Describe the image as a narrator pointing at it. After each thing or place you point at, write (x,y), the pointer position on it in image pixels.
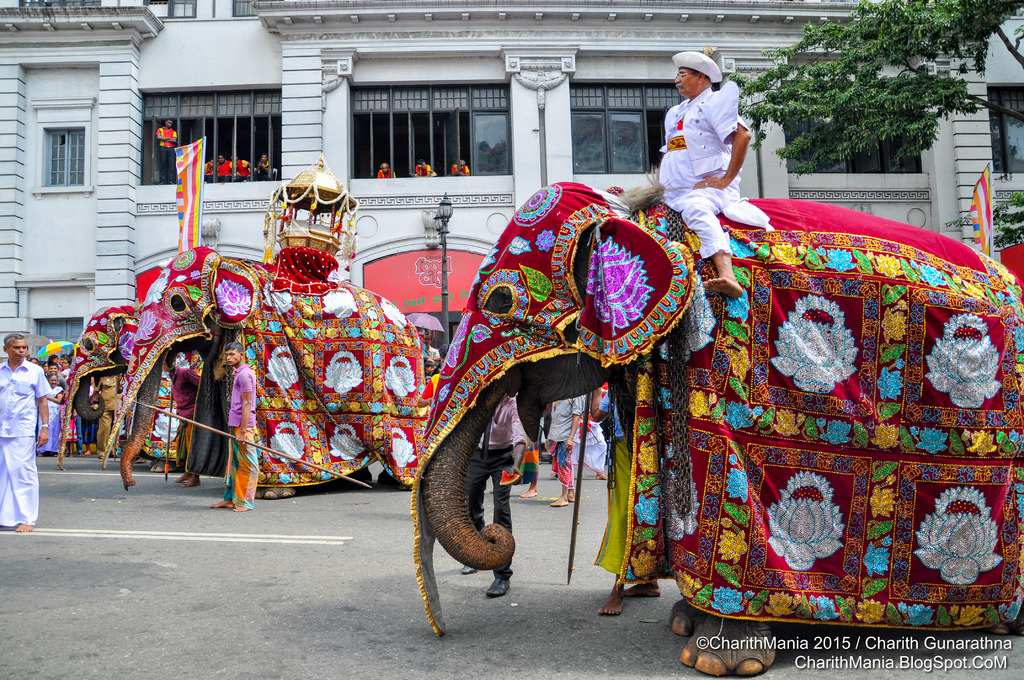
It is an event taking place on the road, there are three elephants (210,300) on the road (455,589), on the first elephant (672,366) a man (700,113) is sitting, on the second one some chair (304,236) placed, behind this there is a big building (170,206) through which some people (422,165) are watching the event, to the right side (881,117) there is a flag (973,203) and a tree (887,134).
